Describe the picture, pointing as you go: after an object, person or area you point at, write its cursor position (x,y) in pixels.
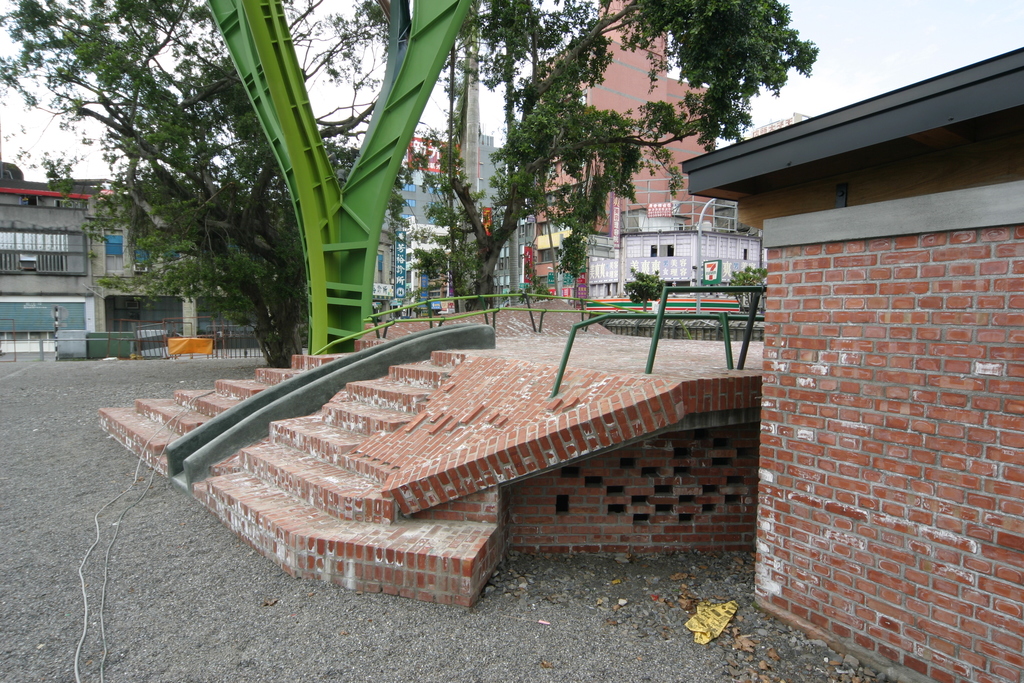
This is an outside view. On the right side (877,403) there is a wall (869,377). In the middle of the image (600,431) there is a stage (630,436) and I can see the stairs (268,462). In the background (728,239) there are some trees (159,232) and buildings (696,242). At the top of the image (885,44) I can see the sky (915,32).
